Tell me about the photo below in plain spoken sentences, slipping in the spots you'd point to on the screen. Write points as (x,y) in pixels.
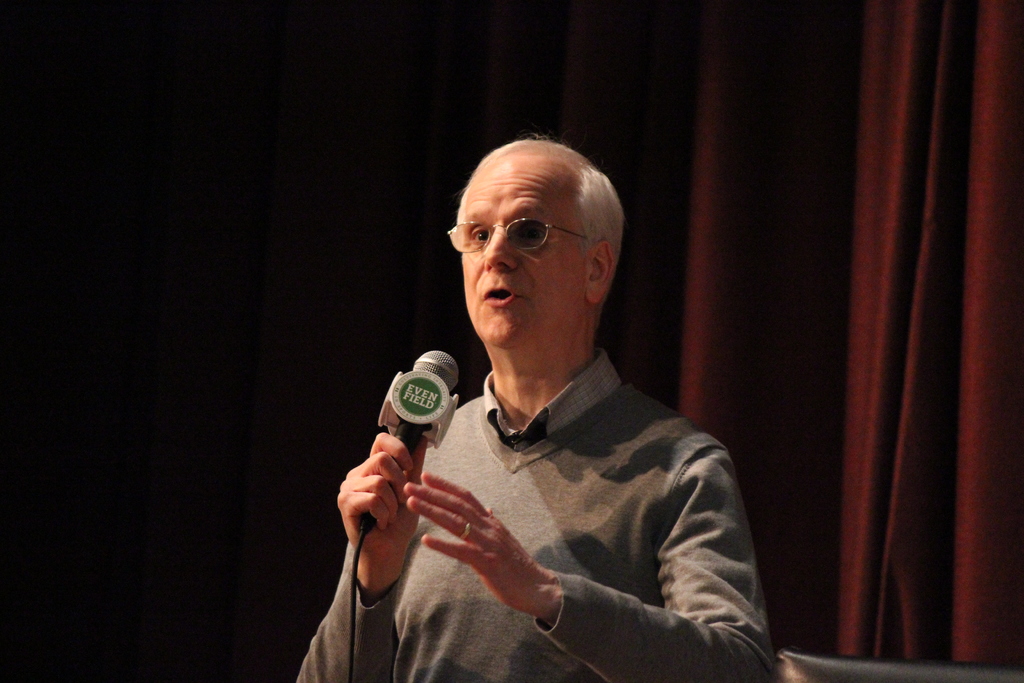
In this image we have a man (565,502) who is holding a microphone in his hands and wearing spectacles (536,229) and a sweater (574,540). The person (527,498) is talking, behind the person (513,384) we have a red color curtain (859,256).
